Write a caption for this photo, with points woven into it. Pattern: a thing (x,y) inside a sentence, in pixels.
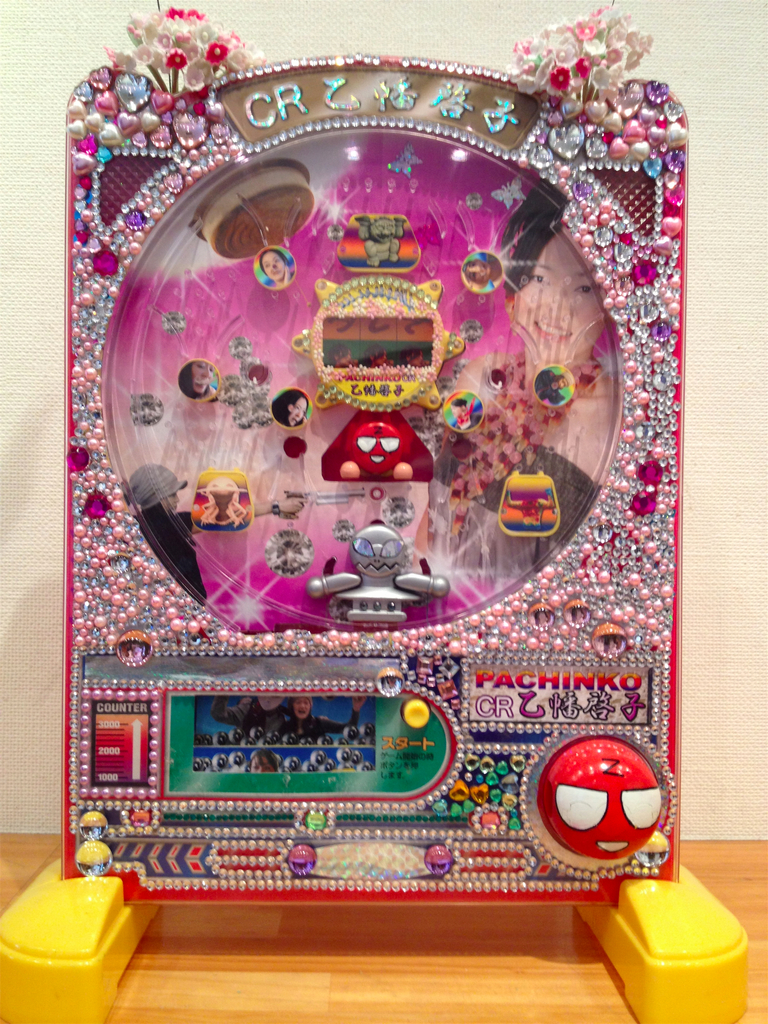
In this image I can see two yellow colored objects (89,936) on the brown colored surface (471,944) and on them I can see an object (331,773) which is pink, green, red, white and silver in color and I can see the white colored surface (702,552) in the background (709,493).
